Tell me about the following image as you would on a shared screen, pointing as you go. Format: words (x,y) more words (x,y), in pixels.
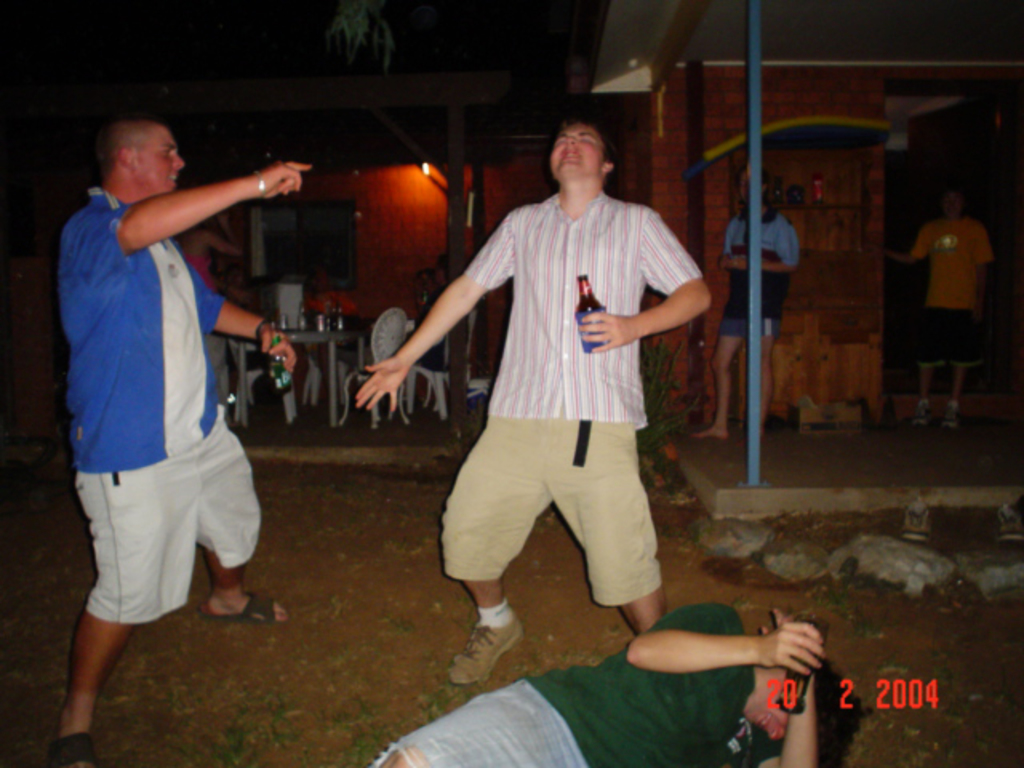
In this image there are two people (546,269) standing by holding bottles (281,382) in their hands (262,344), on the surface (578,600) there is a person (666,674) lying, behind them there are tables (307,336) and chairs (406,331), beside them there are two other people (745,257) standing.
